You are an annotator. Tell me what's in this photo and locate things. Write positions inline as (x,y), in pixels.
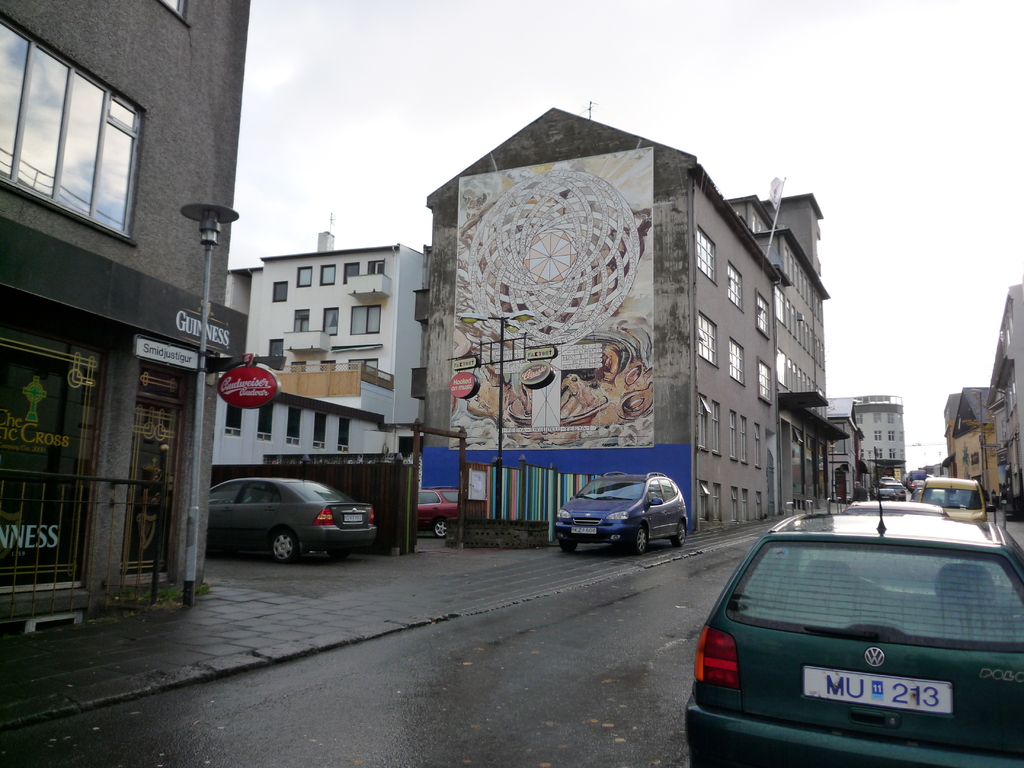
In this image there is a road (546,644) on the right side (687,618). On the road (666,635) there are vehicles (798,573). In the middle (650,359) there is a building (657,349) which is on the footpath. On the left side (68,439) there is another building (114,355) under which there is a store (142,494). There is a pole (199,388) on the footpath (181,608) to which there is a hoarding (247,377). There is some design (503,272) on the wall (519,274). There are few cars (301,527) parked in front of the buildings (452,421).
